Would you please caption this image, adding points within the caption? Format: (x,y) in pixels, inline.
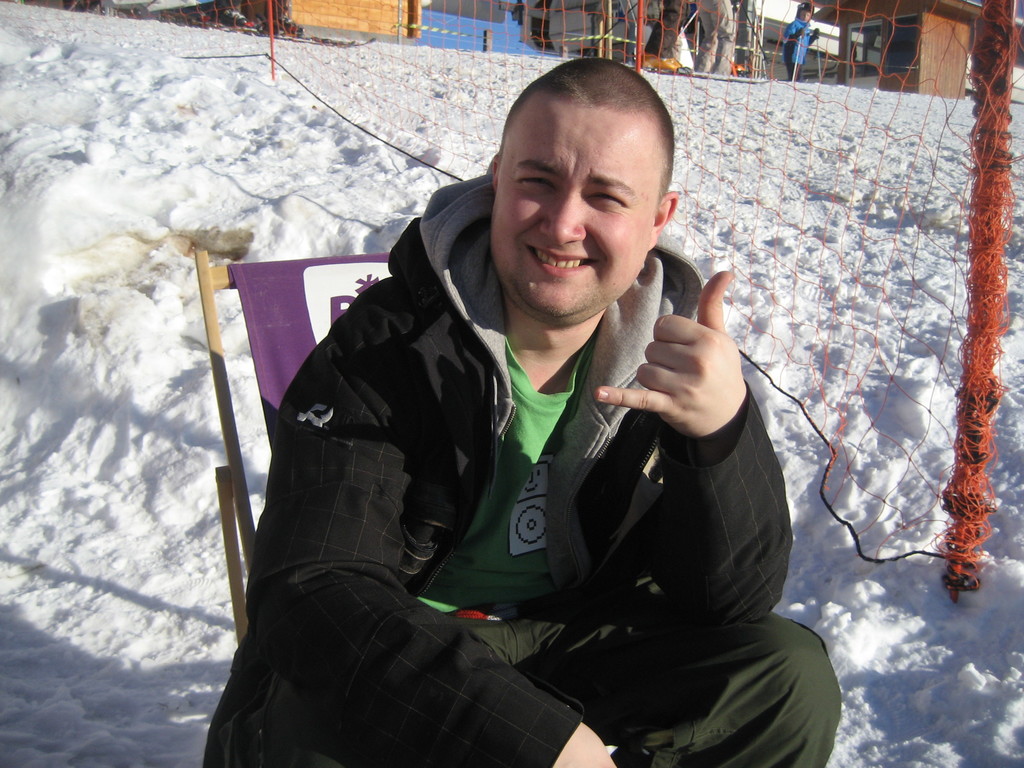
In the image there is a man (383,382) sitting on a chair (226,375) and posing for the photo, he is wearing black jacket (408,404) and behind the man (479,232) there is a net (889,238) and the total area (763,141) is covered with snow (894,262).
